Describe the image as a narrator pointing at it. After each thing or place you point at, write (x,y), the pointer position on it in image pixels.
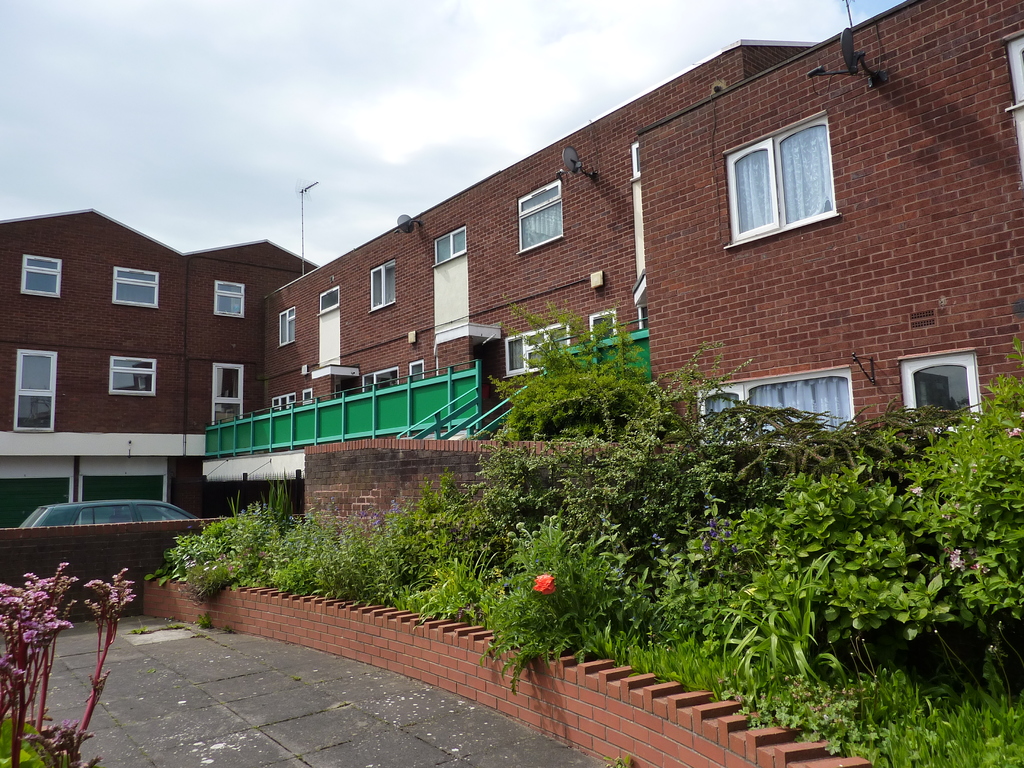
In this image I can see out side view of a building (696,127) and there is a window (743,206) visible And there are some trees (970,489) and plants (628,550) on the right side (940,608) and there is a vehicle (106,509) visible on the left (108,513) and parking in front of the building (170,481) and there is a sky (200,105) visible on the background (208,112).
